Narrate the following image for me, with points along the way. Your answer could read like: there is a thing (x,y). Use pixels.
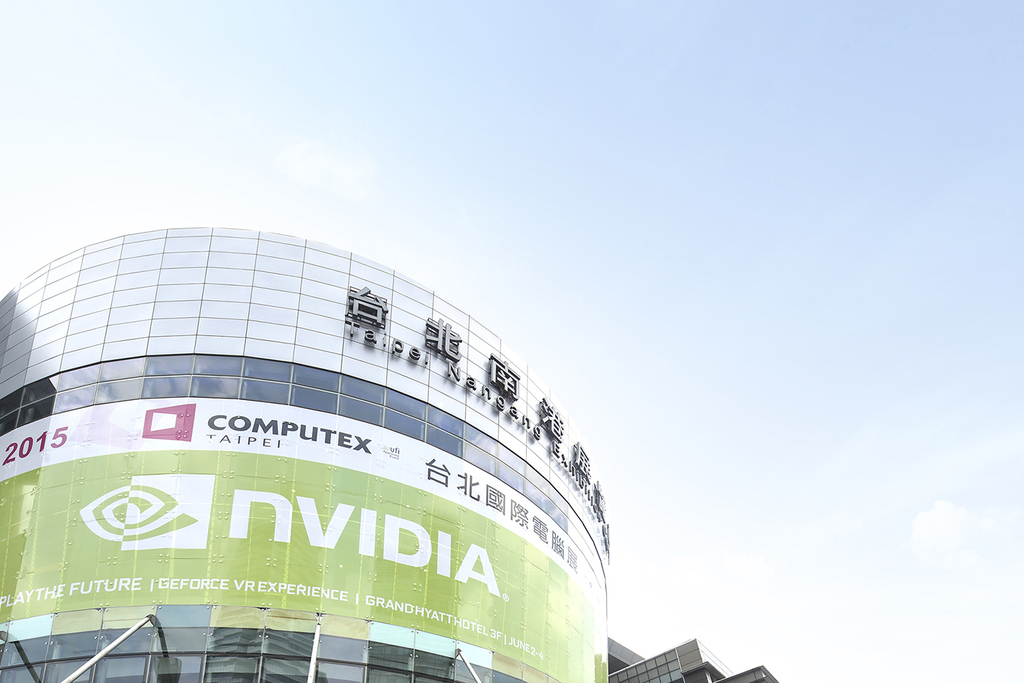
In the image there is a building (362,654) on the left side (288,528) with a banner (405,572) on it and above its sky (489,219) with clouds (505,303).
